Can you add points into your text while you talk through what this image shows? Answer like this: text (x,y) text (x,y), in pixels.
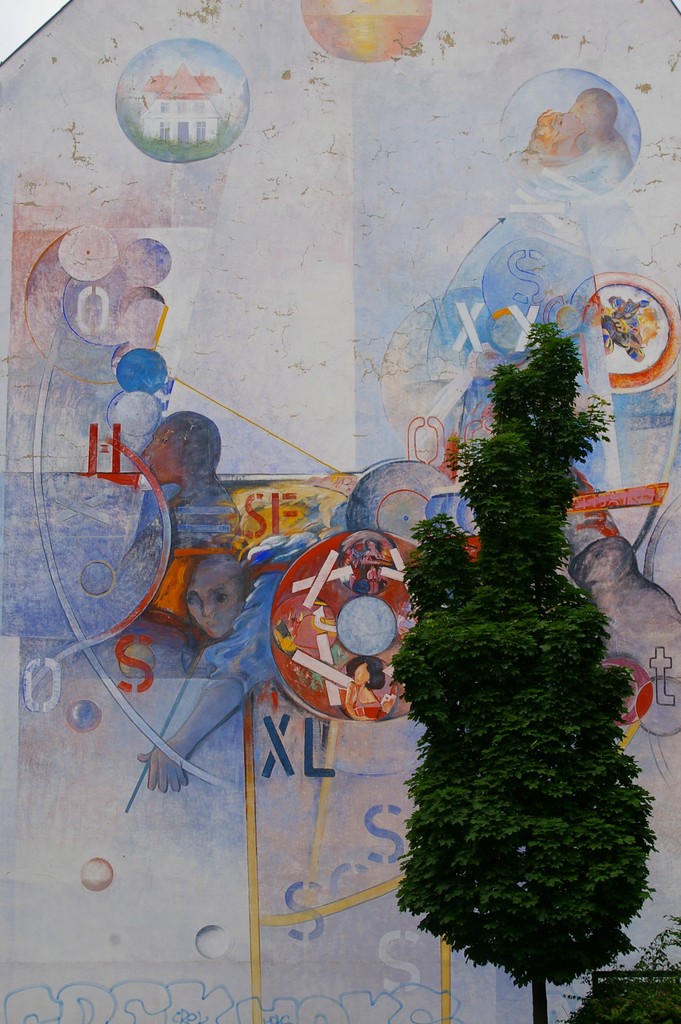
In this picture there is a tree (577,447) on the right side of the image (483,781), it seems to be there is a painting (324,331) on the wall (272,416) in the background area of the image (194,553).
